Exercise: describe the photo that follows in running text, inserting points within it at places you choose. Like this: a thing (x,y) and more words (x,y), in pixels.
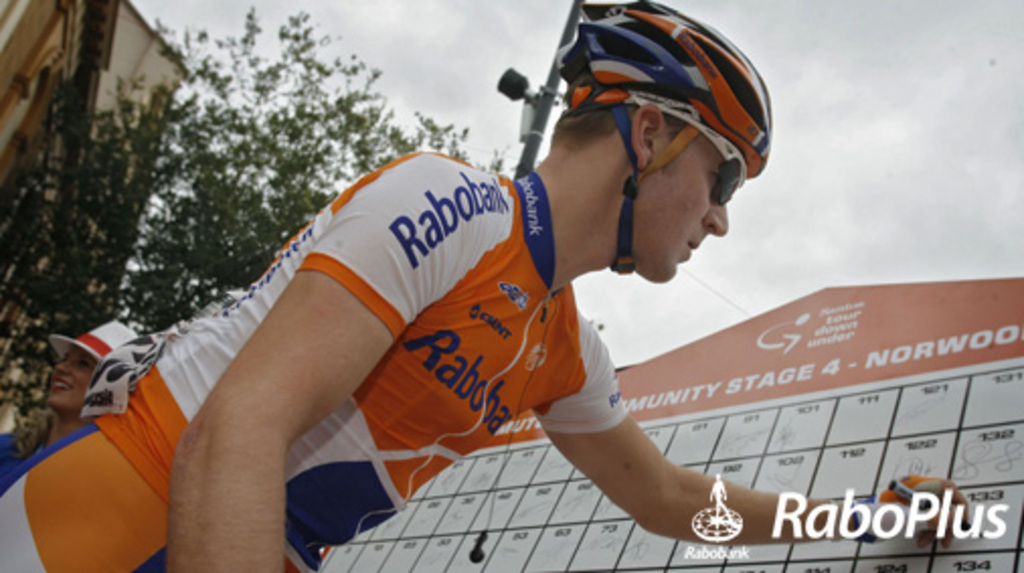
In the image few persons (157,373) are standing. Behind them there is a banner (843,355). Behind the banner (501,565) there are some clouds (927,2) and poles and trees (104,171) and buildings (15,73) and sky (359,8).
